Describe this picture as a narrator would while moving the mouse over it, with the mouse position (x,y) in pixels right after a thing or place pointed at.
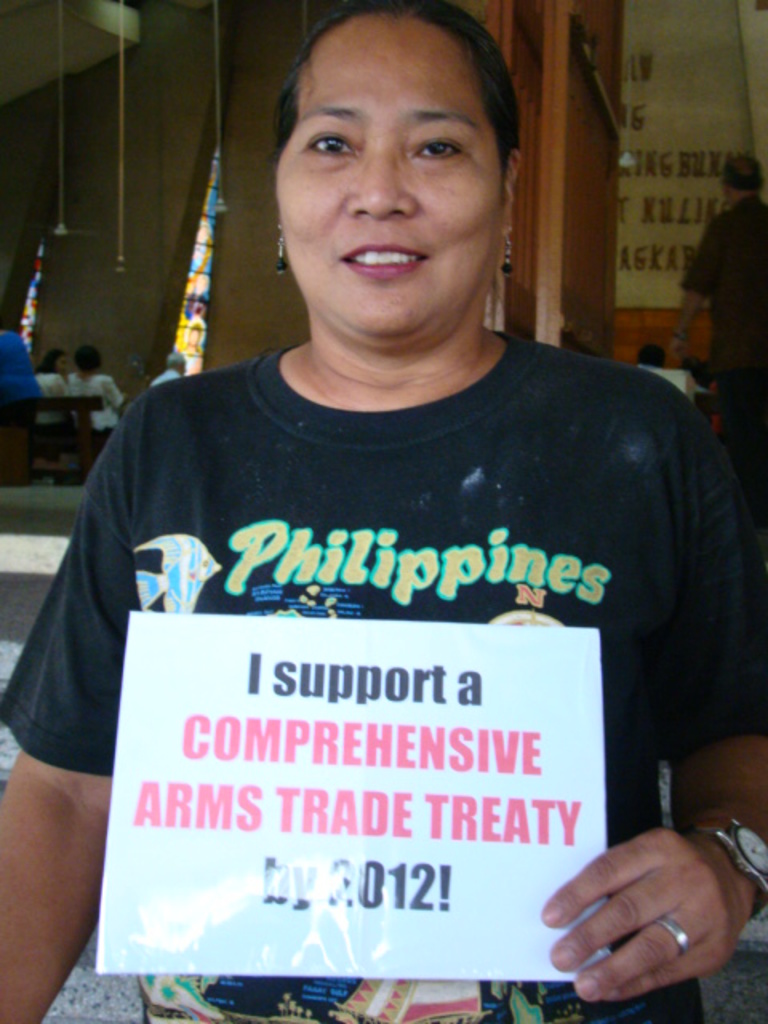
In this image there is a woman (374,232) standing and smiling by holding a board (340,787), and in the background (52,386) there are people (0,368) sitting on a bench (82,403) and standing, lights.
